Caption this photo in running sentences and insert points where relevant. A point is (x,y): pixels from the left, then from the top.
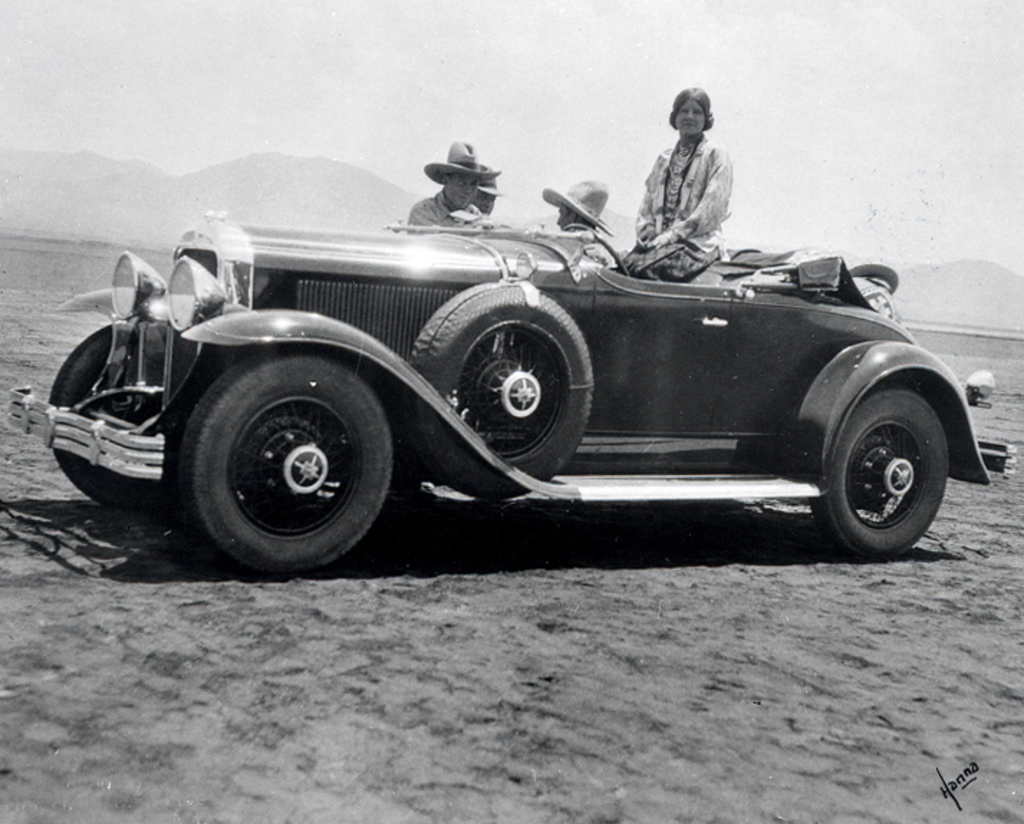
In the image we can see few persons (457,155) were sitting in the vehicle (466,261). In the background (531,109) there is a sky (660,75) and hill (248,171).
